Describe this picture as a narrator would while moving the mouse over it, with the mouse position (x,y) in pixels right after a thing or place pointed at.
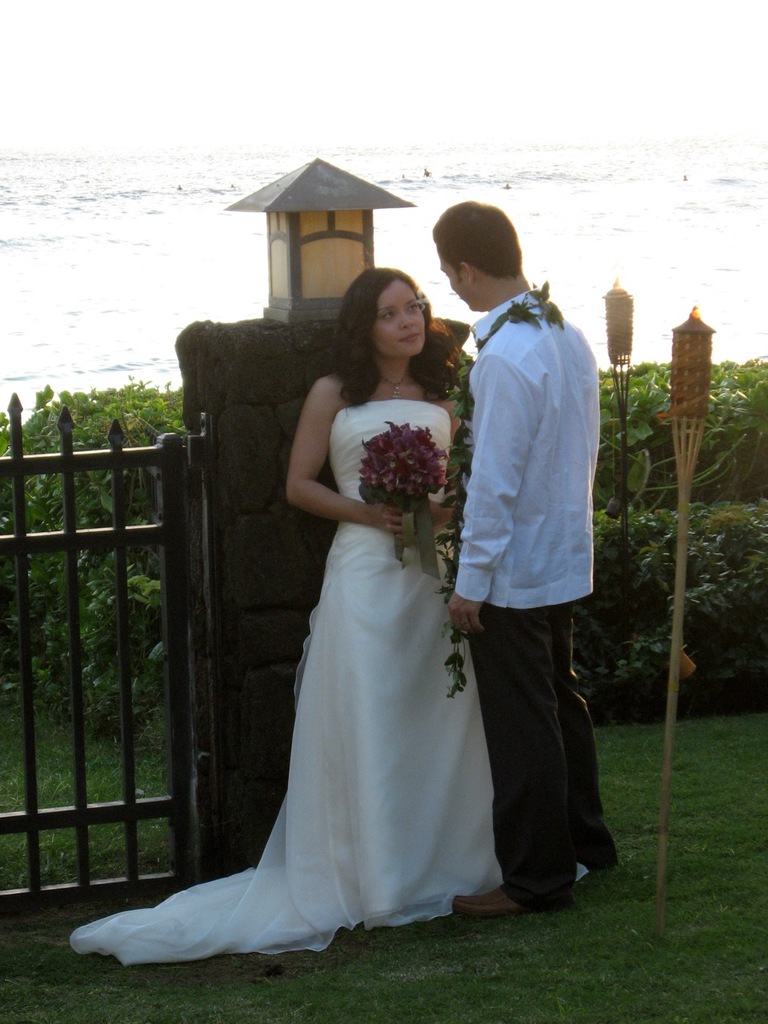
In this image there is a woman (405,417) holding a flower bouquet (408,458) in her hand (394,529), standing in front of a person (497,730), behind them that is a metal fence (181,558), behind the metal fence (117,517) there are plants (123,422), behind the plants (662,408) there is water (265,288).
